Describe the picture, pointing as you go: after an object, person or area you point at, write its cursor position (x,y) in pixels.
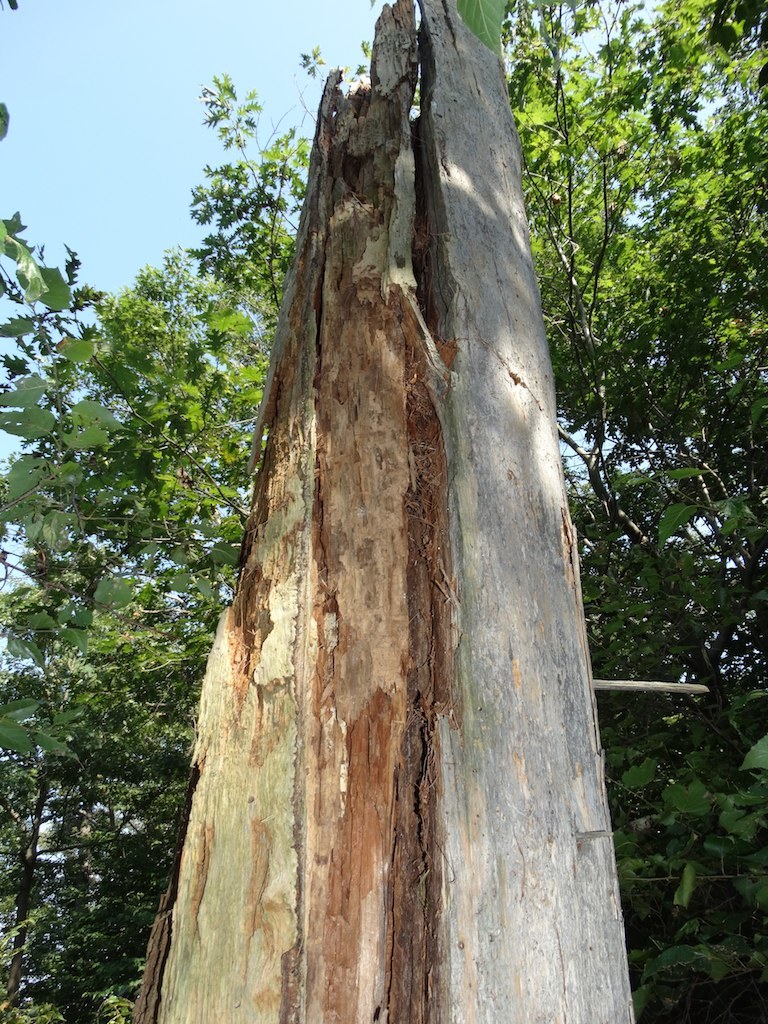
In the center of the image (424,438) we can see the wood log (441,510). In the background of the image (719,194) we can see the trees (719,737). At the top of the image (158,76) we can see the sky (181,7).
